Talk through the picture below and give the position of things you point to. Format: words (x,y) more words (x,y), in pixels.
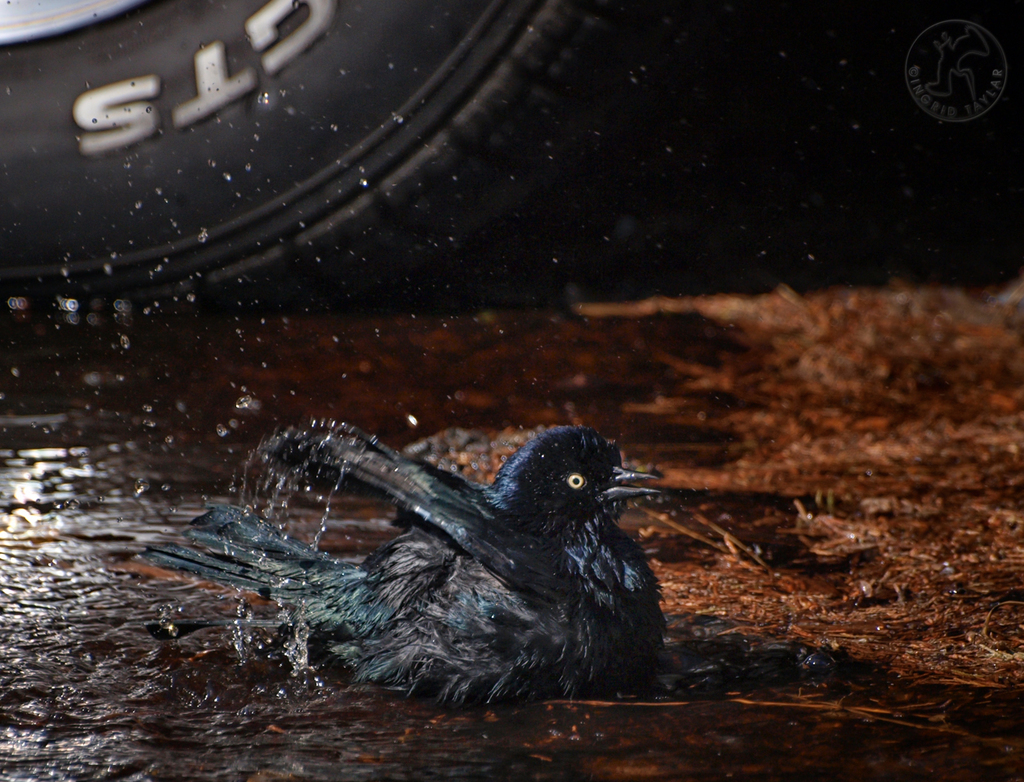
In this image I can see a black color bird (491,562). I can see a water (113,605) and black color tire (385,116). I can see a brown floor (836,500).
